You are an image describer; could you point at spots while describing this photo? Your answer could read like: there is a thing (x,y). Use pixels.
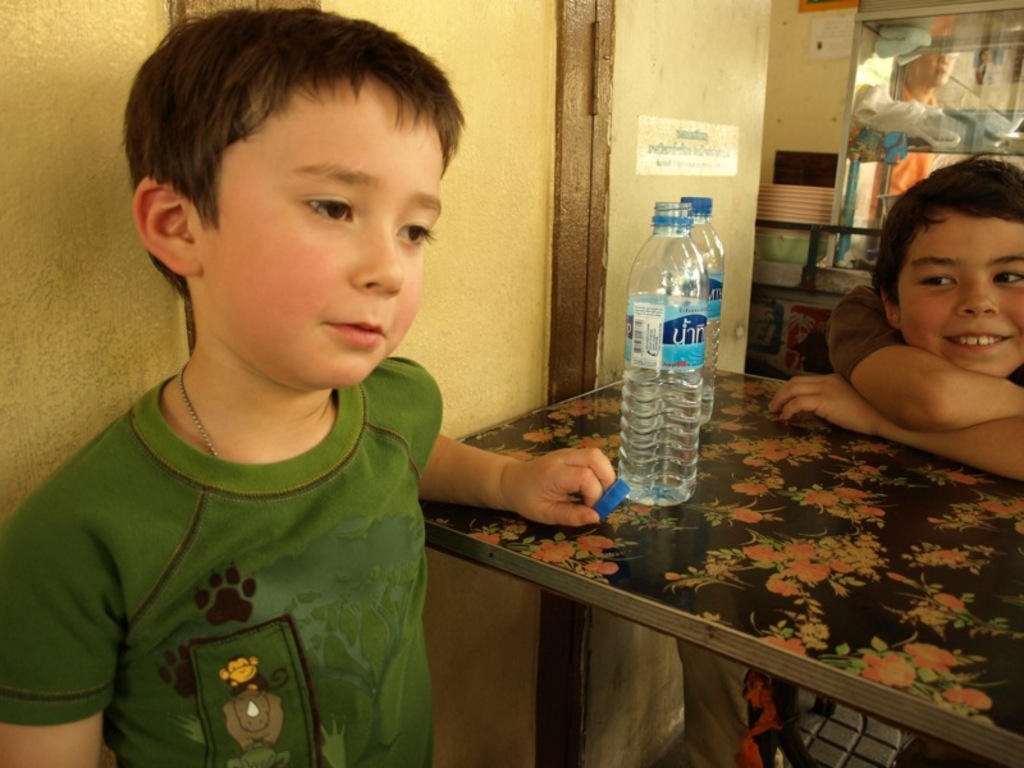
There are 2 boys (487,459) to the either side of the table (612,535). There are 2 water bottles (664,408) on the table (789,463). Behind them we can see a wall (553,120) and a person (915,71).
